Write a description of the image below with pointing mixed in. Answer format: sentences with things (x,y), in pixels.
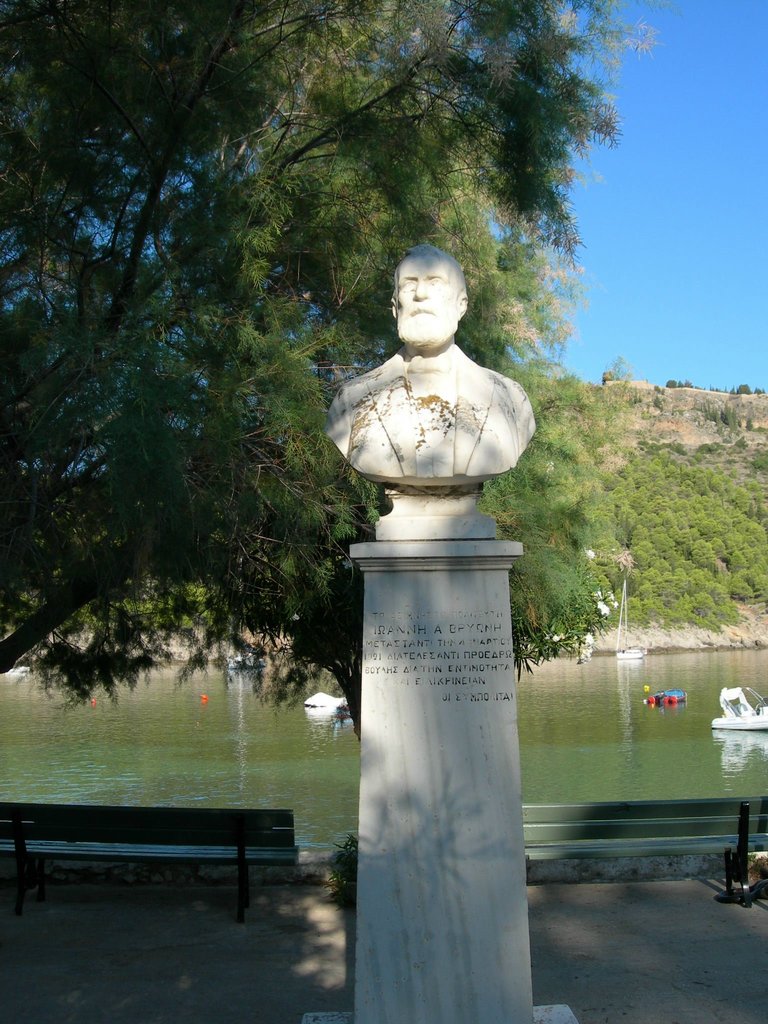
In this picture there is a statue (399,420). There is a tree (211,476) There is a bench (141,823). There is a boat (728,704) and water (641,722). The sky (654,212) is blue.
